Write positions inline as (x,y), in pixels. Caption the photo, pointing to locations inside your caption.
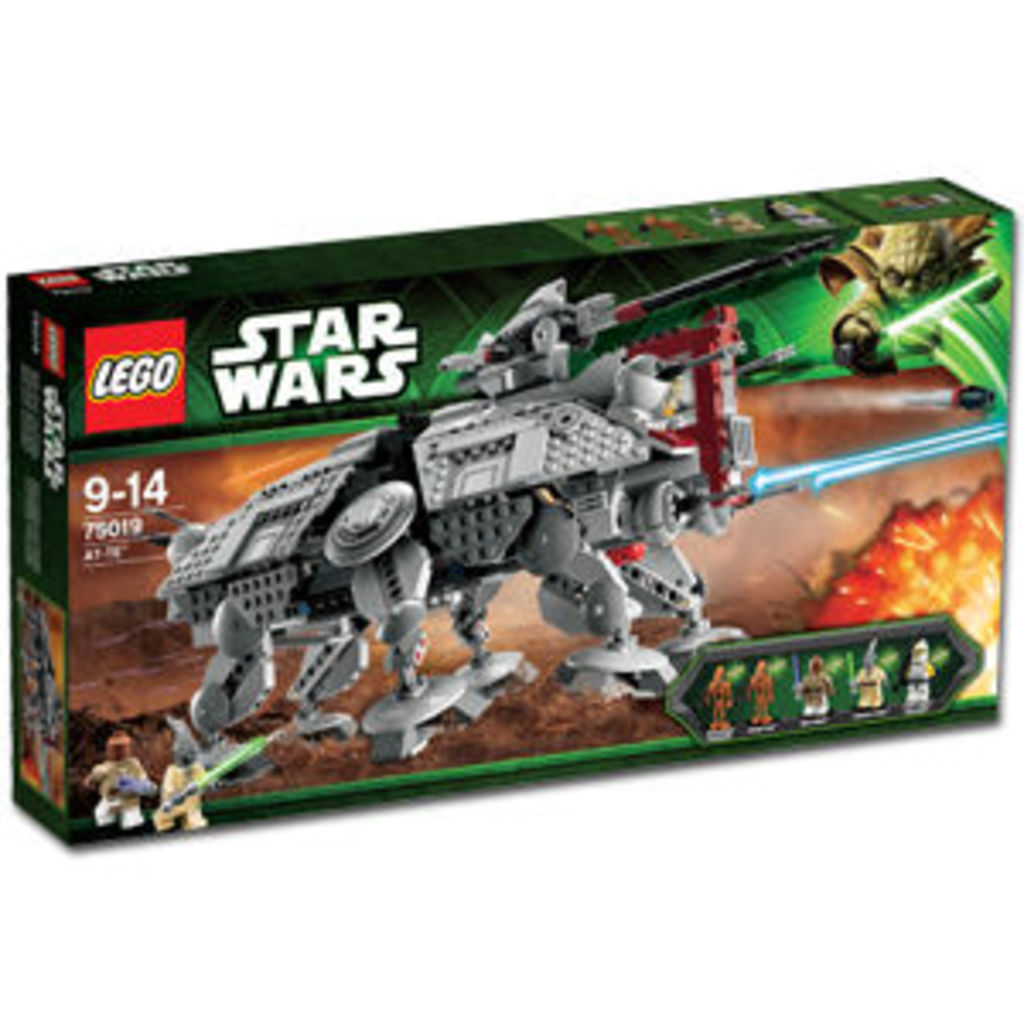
In this picture we can see a box (494,400) and on the box (313,684) there is a lego toy (374,489) and on the box (286,525) it is written as "Star Wars".
